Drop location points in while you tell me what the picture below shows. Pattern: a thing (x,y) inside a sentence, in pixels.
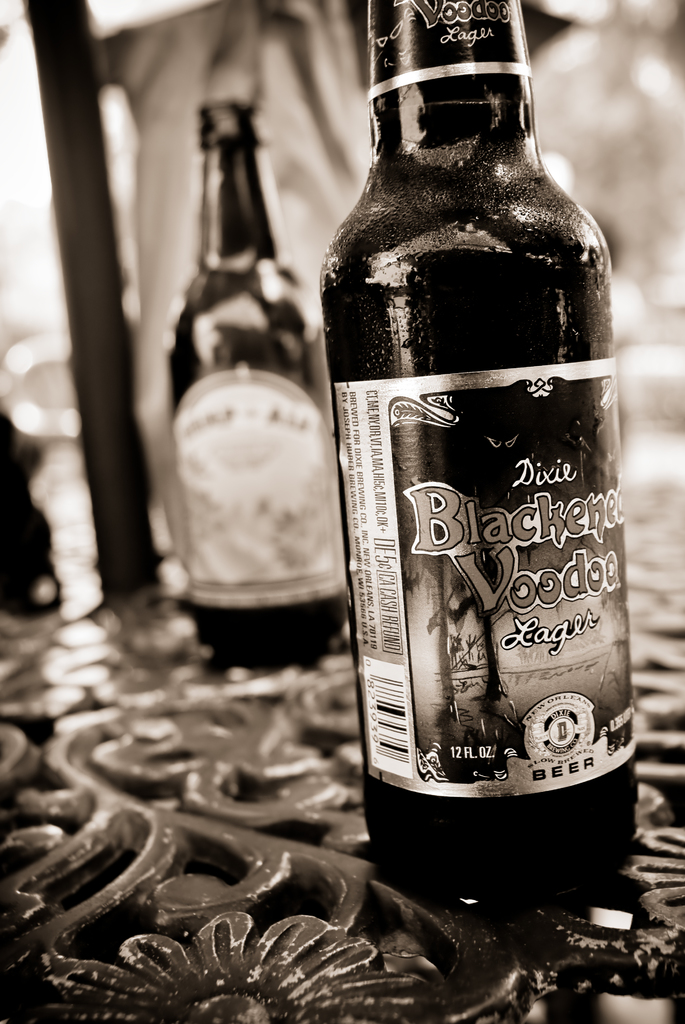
In this image we can see the bottles (218,540). In the foreground of the image (405,818) we can see a bottle (496,675) and a text (419,535) on it. In the background of the image (237,511) we can see the bottle (209,579), but it is in the blur.
